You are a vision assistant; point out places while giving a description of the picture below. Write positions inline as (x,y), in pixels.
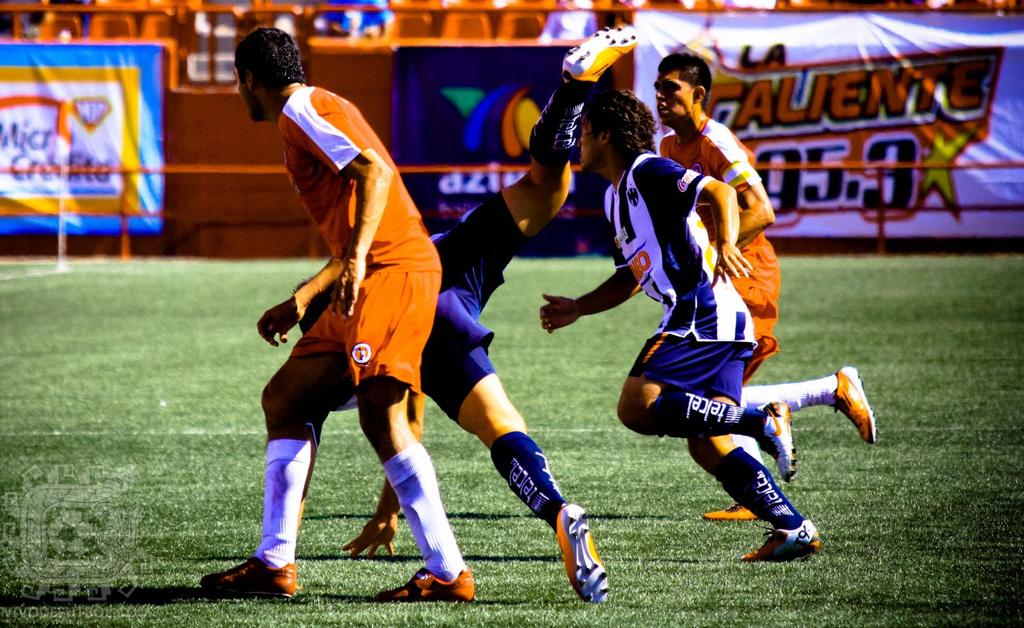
In this image we can see some group of persons (489,418) wearing orange and blue color dress (625,230) playing some sport and in the background of the image (222,174) there is orange color fencing (328,70) to which there are some posters (407,129) attached.
